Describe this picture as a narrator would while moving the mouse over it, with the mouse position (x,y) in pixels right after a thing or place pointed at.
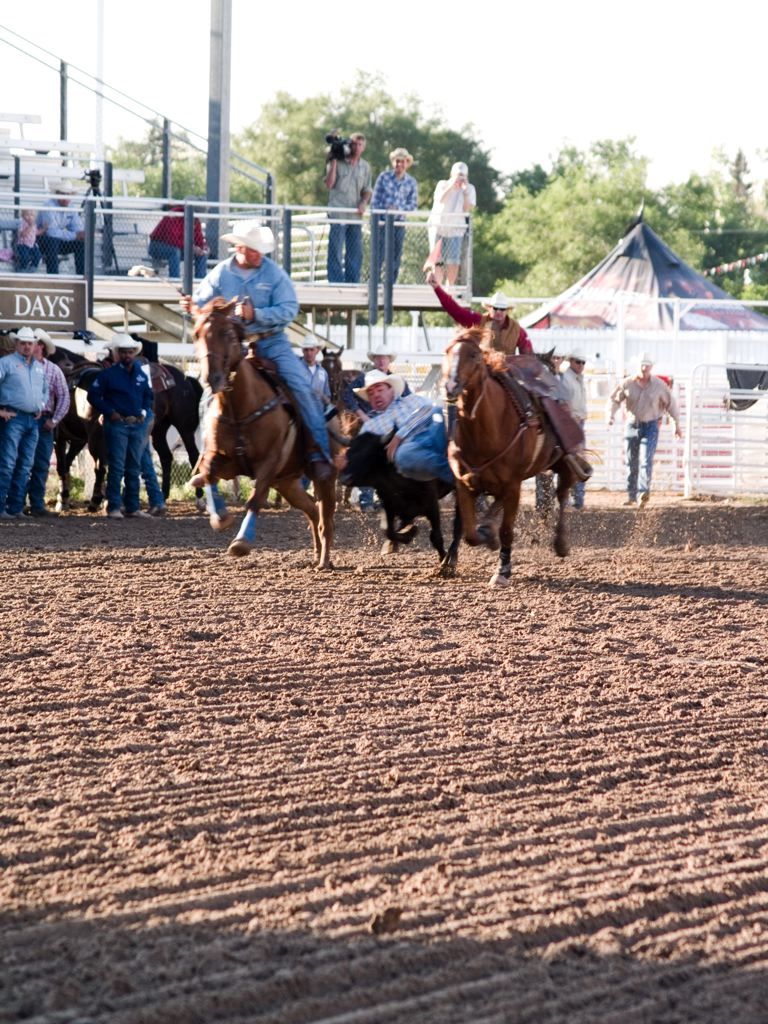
In this image we can see some people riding horses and a group of people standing on the ground (579,746). On the backside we can see a building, some people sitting on the staircase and some people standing beside a fence (386,215). In that a man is holding a camera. We can also see a board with some text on it, a tent (639,271), a fence (727,448), a group of trees (323,159) and the sky (538,80) which looks cloudy.
